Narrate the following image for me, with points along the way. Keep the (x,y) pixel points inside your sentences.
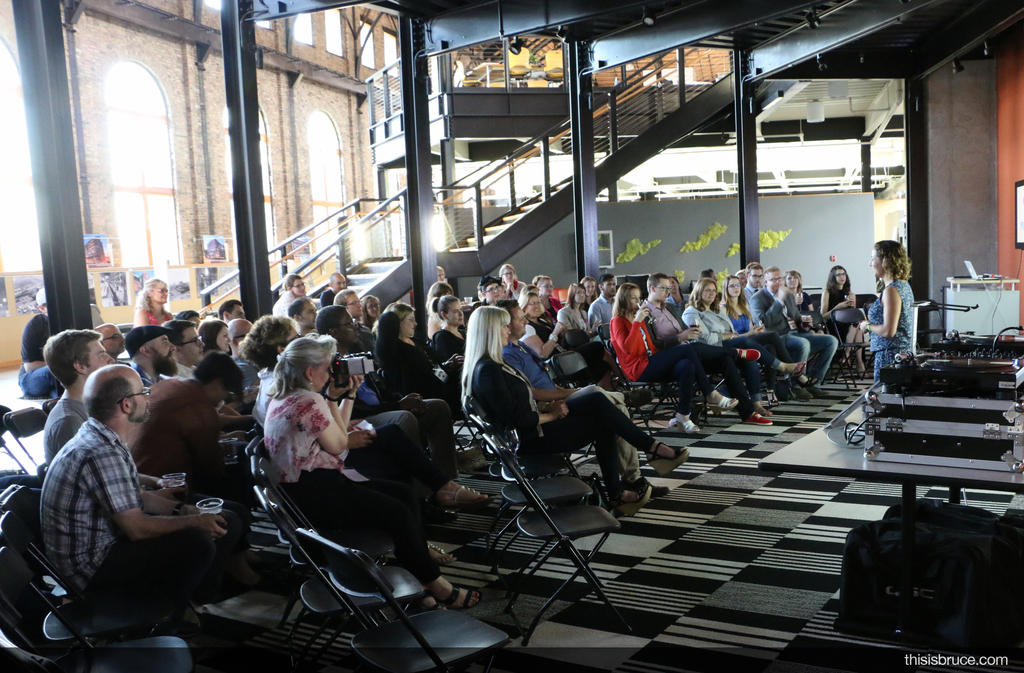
In this image I can see a group of people (235,333) sitting in chairs (531,464) facing towards the right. I can see a person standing in front of them and facing towards the left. I can see some metal devices (951,441) behind her. I can see a metal construction (642,151) with some stairs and poles (237,219) behind the people (278,322) sitting.
